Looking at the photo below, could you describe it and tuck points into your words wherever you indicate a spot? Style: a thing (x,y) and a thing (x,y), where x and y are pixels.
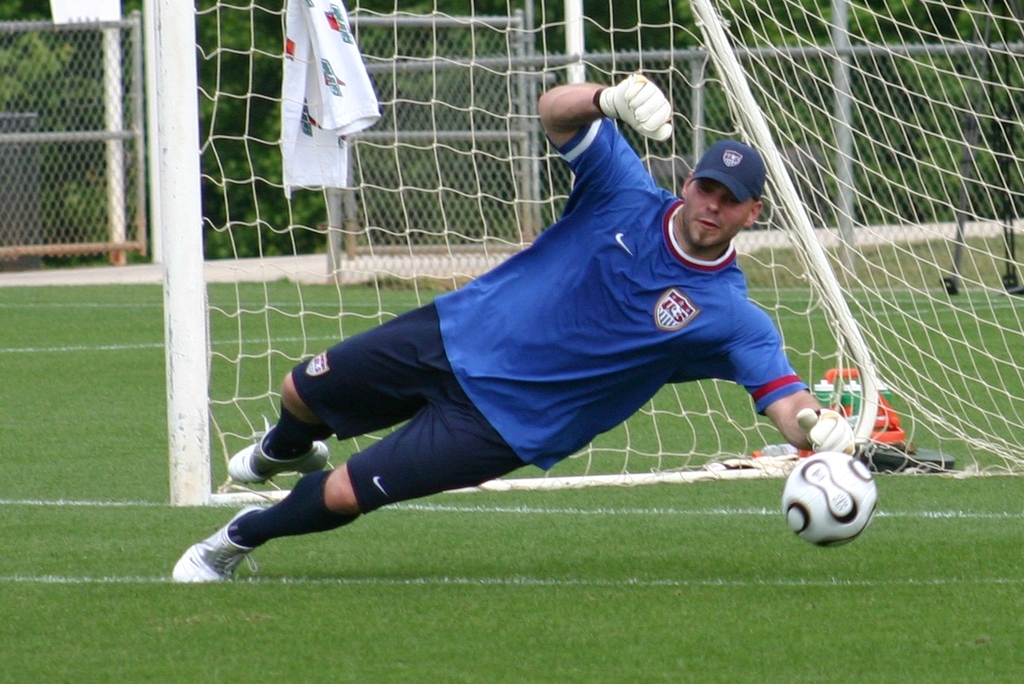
In this image I can see a person (549,315) wearing blue t shirt (564,324), blue short (411,417), blue hat (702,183) and white shoe (267,472) is jumping to catch the ball (819,492). I can see some grass (592,585) and the goal post (306,253). I can see a white colored cloth (315,62). In the background (136,122) I can see the metal fencing (59,170) and few trees (220,110).
